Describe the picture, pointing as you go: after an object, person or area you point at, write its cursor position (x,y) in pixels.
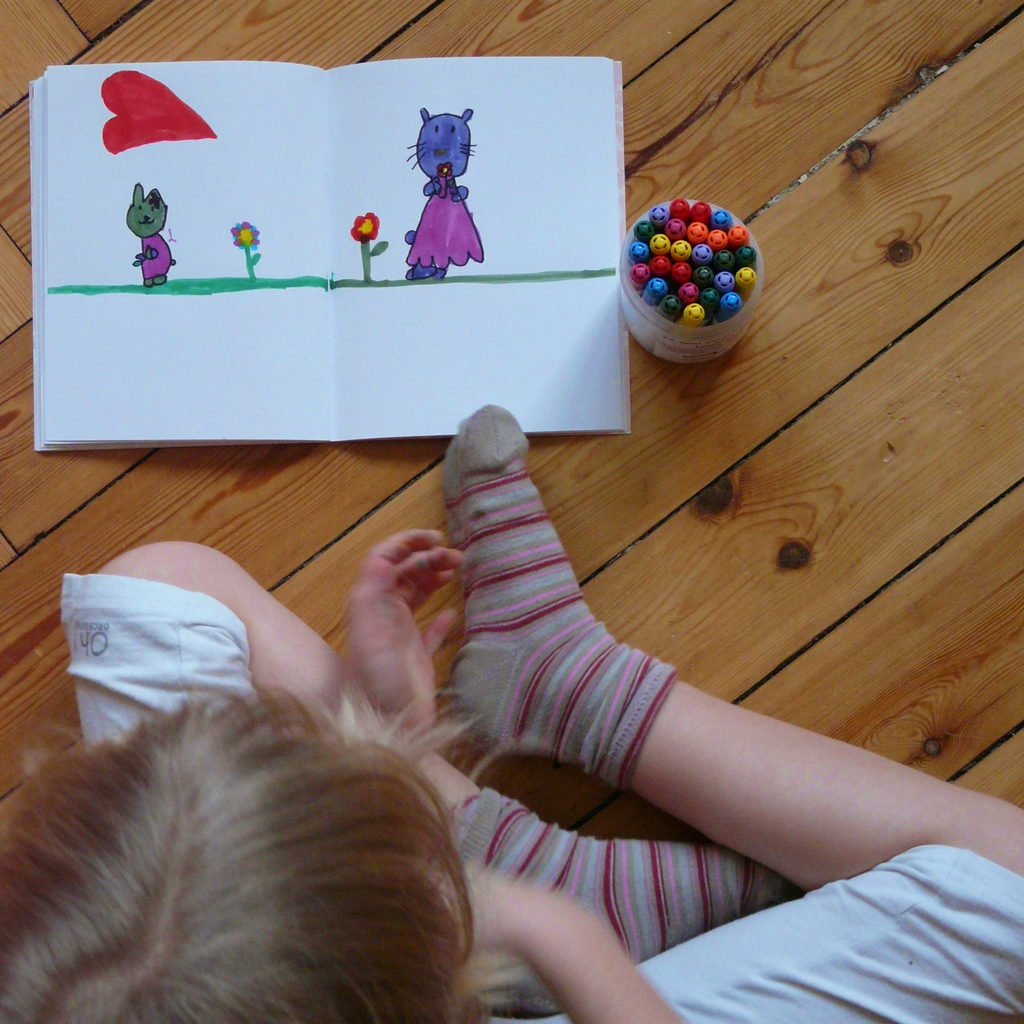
In this picture there is a person (340,823) sitting and there are drawings (137,137) of cats (436,166) and flowers (237,244) on the book (371,260) and there are pens (735,313) in the box (630,285). At the bottom (8,685) there is a wooden floor (565,507).
